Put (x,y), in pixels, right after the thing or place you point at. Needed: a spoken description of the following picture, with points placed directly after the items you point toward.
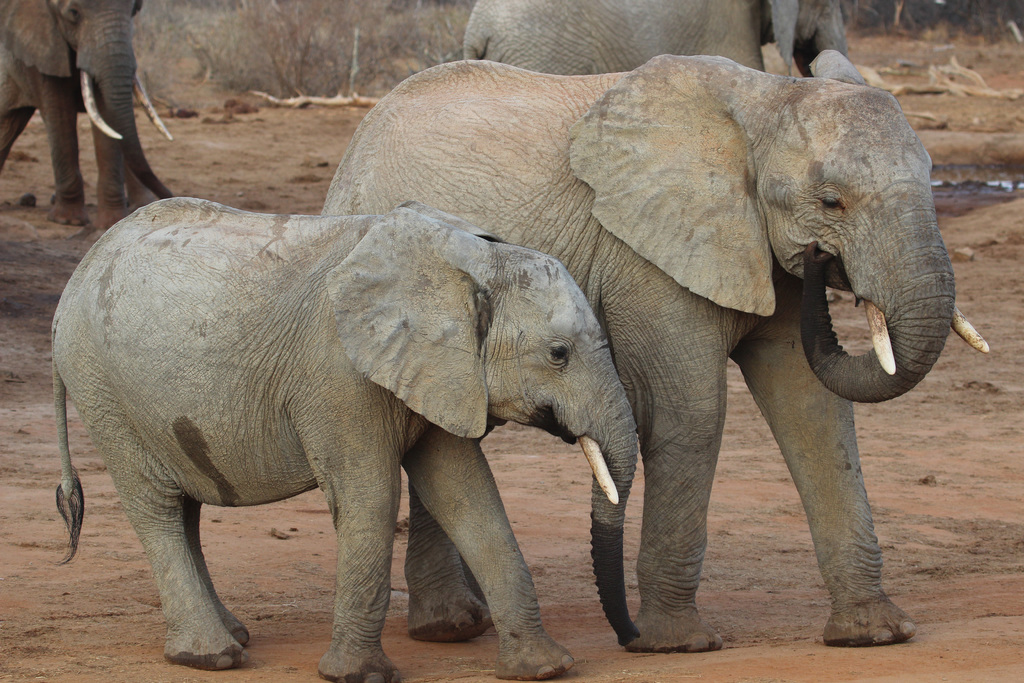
In the image we can see there are four elephants (285,217), cement in color and there is a sand (925,448).
